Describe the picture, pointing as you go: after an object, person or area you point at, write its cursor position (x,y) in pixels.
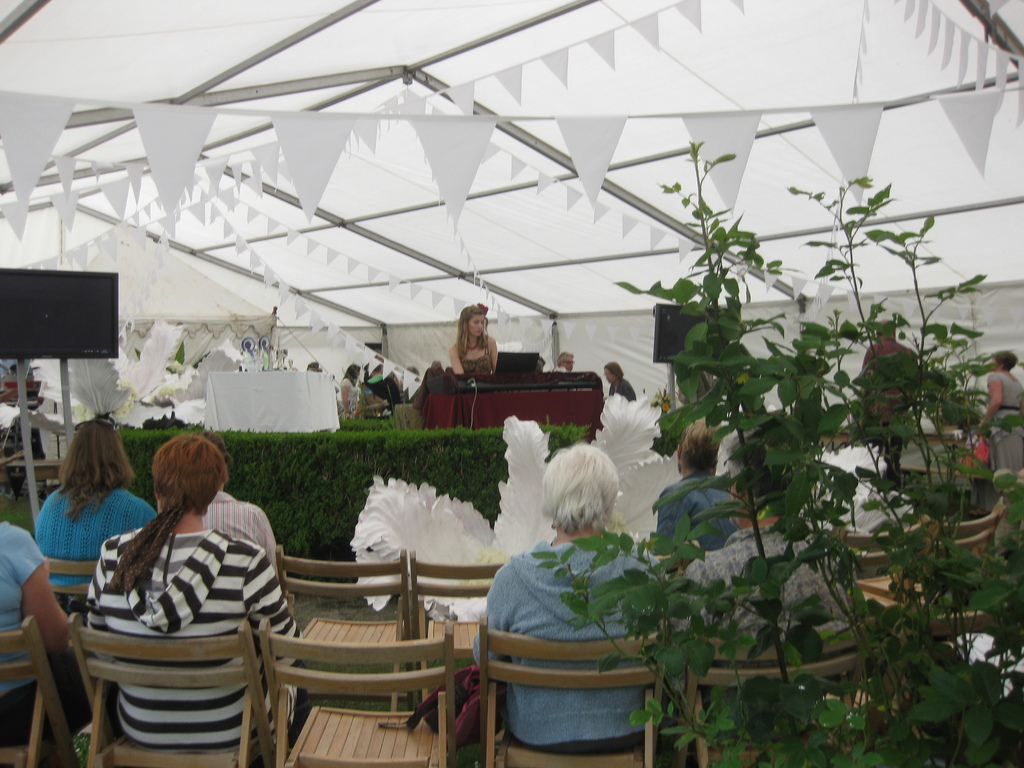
This picture shows a group of people (64,486) seated on the chairs (450,624) and we see a television (75,345) and few plants (665,443) and we see a woman (490,371) seated on the dais (592,383).
